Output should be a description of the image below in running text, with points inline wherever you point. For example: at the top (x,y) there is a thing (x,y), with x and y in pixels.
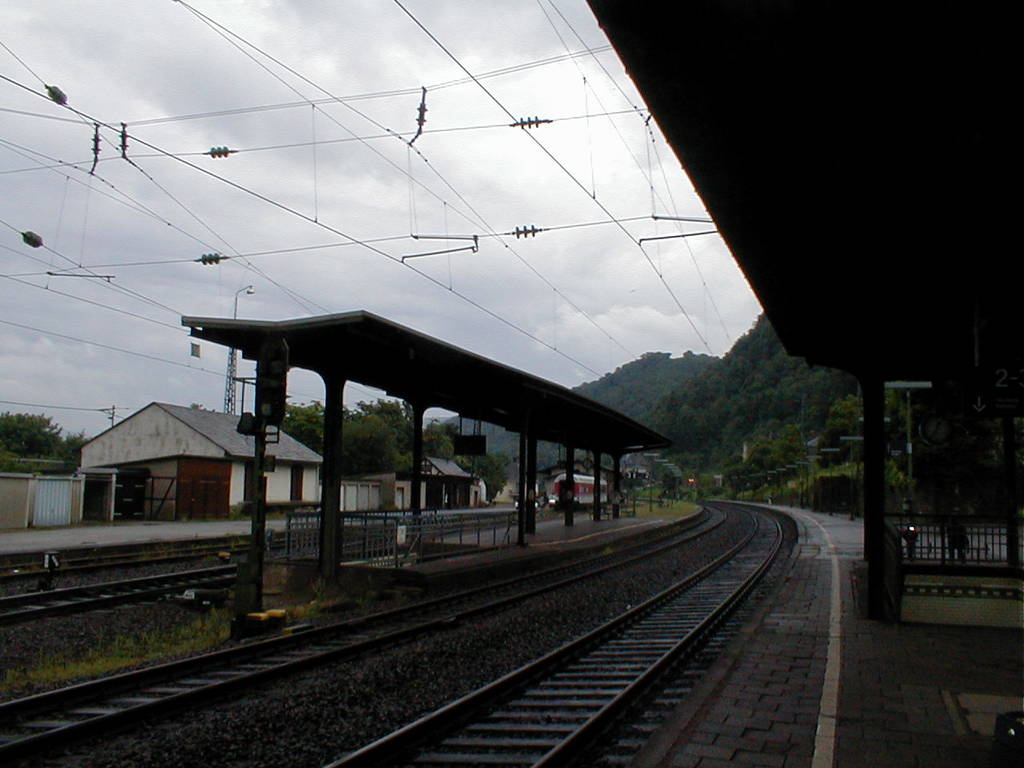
In the image we can see a train (583,489). This is a train track (550,651), platform (821,538), electric wires (97,141), trees (785,410), stones (323,712), grass (195,621) and a cloudy sky (190,71).
